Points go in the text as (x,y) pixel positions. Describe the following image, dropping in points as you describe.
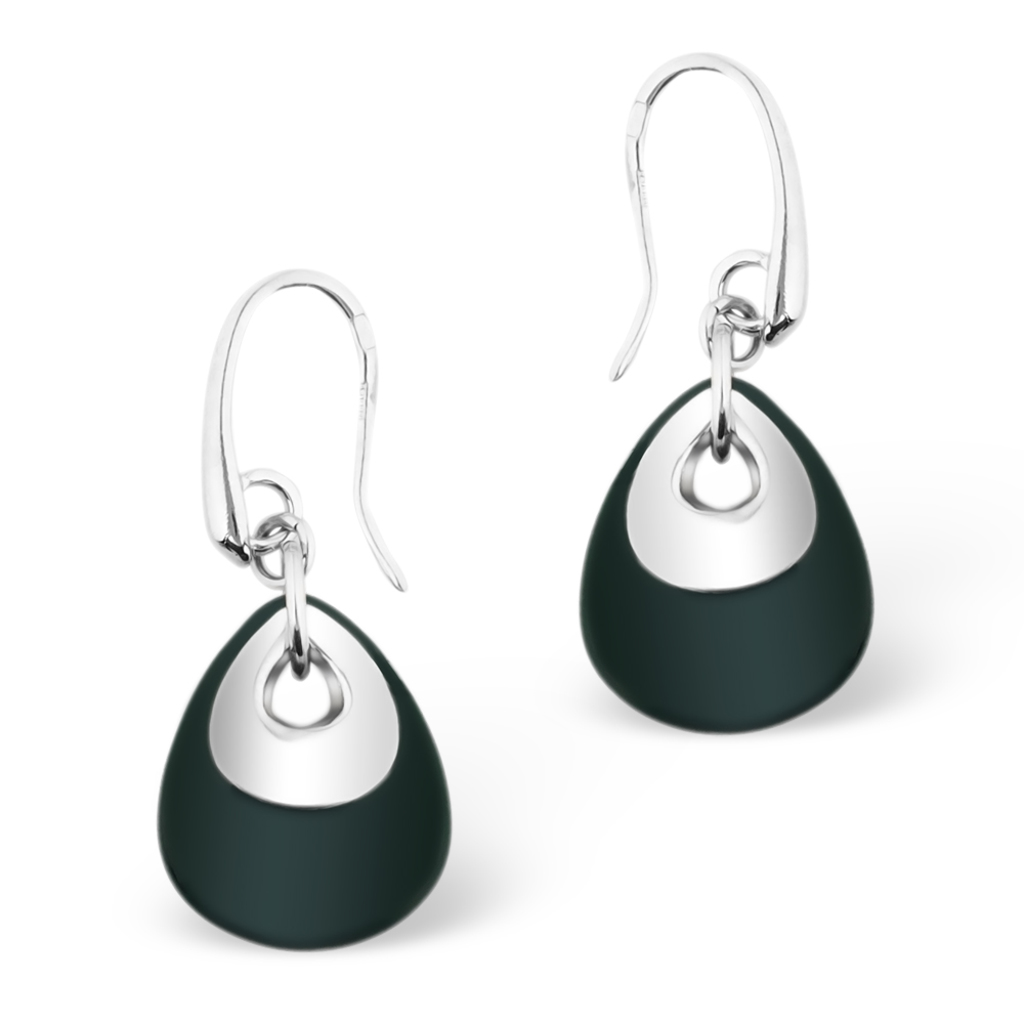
In this image there are two earrings (322,890). Those earrings (430,765) are black in color.
